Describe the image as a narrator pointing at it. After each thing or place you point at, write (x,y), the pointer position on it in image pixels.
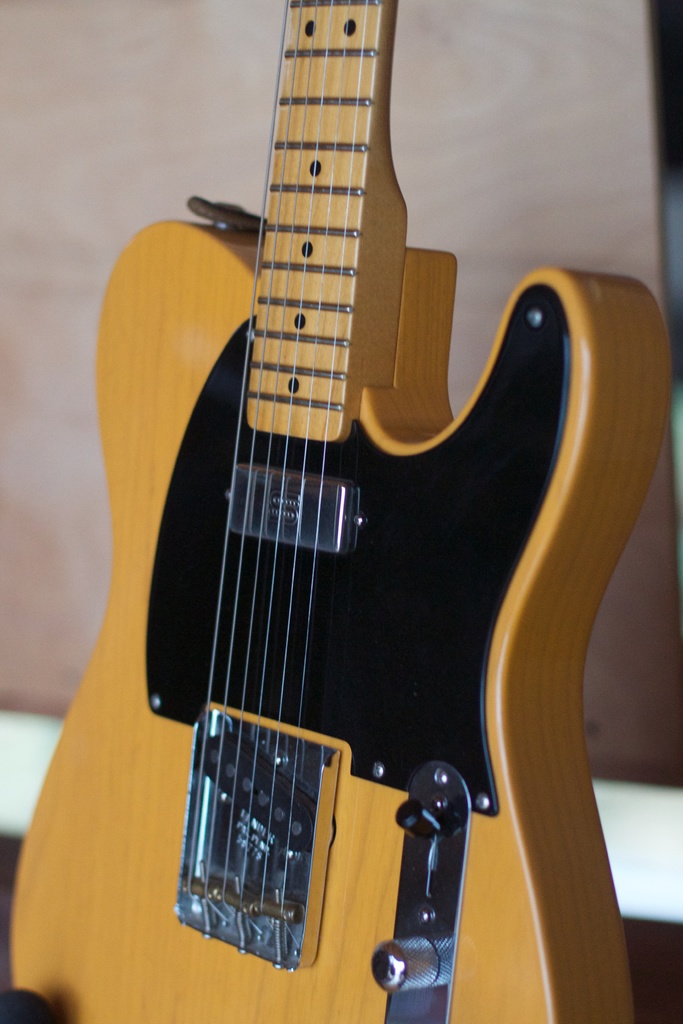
This picture shows a guitar (207,600) with the strings (308,416) which is yellow in color. In the background (175,150) there is a wall (74,201).
